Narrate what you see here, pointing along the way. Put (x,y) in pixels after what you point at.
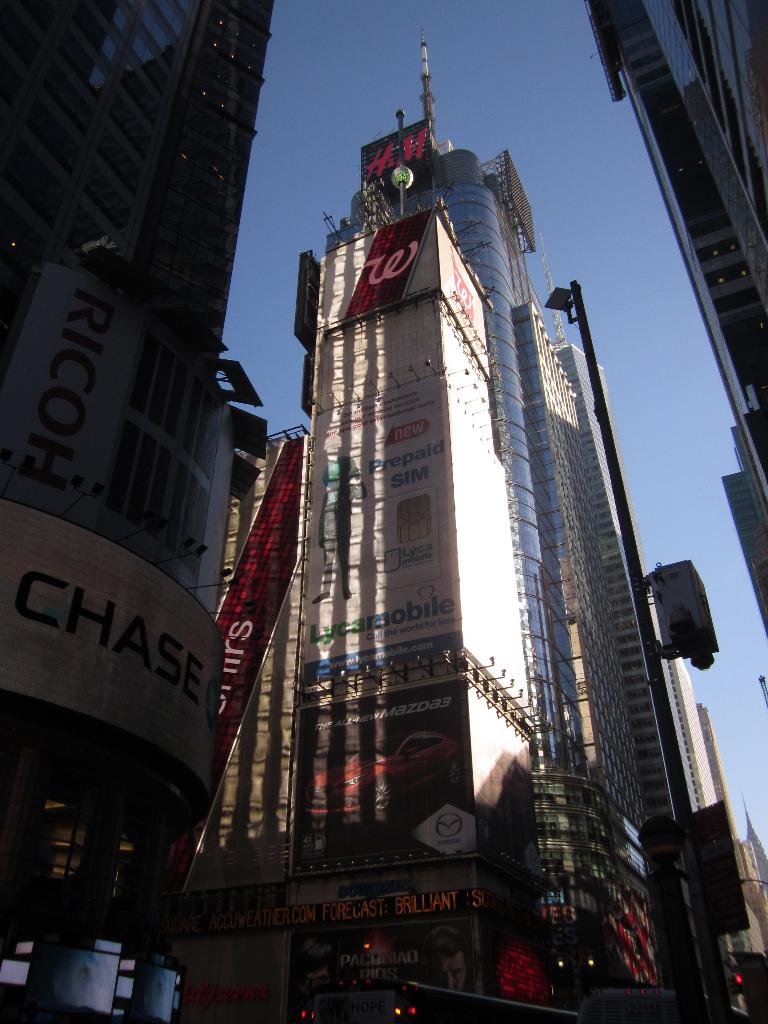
In this picture, we can see a few building (526,444) with windows (522,567), poster (408,447) with some text (408,447) on it, we can see pole (670,942), lights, and the sky (541,178).
